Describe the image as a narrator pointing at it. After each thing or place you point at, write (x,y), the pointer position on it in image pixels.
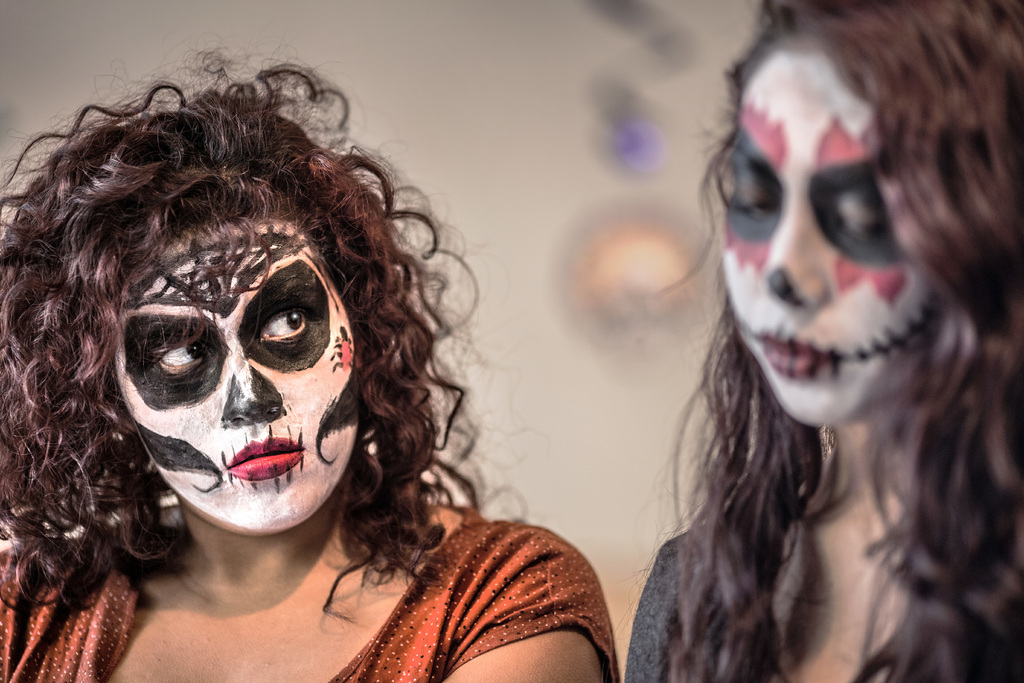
In the picture we can see a two woman (525,614) are with different costumes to their faces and behind them we can see a wall (603,382) with a light (600,280).
